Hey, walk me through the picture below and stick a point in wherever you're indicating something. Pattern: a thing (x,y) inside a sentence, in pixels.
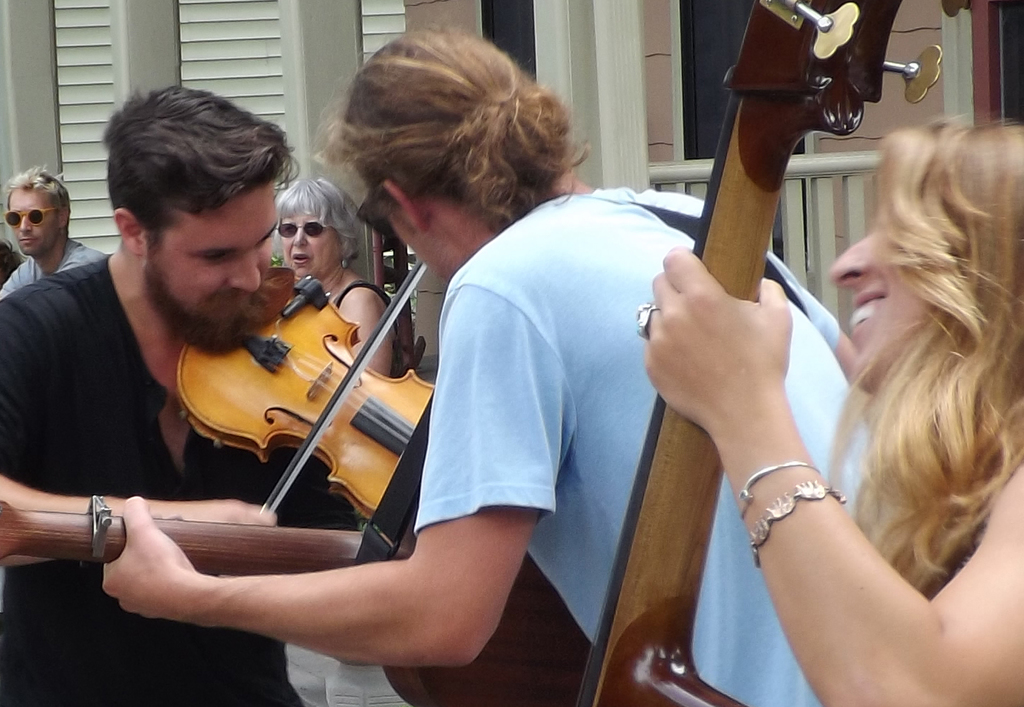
The person (90,366) wearing black shirt (113,390) is playing violin (258,389) and the person (525,373) wearing blue shirt (534,358) is holding a guitar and there is also another woman (768,491) holding double bass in her hand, In background (26,213) there are two people (80,252) kept goggles (41,214) and sitting in chair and in background (323,48) there is a building (460,28) which is in white and pink color.
